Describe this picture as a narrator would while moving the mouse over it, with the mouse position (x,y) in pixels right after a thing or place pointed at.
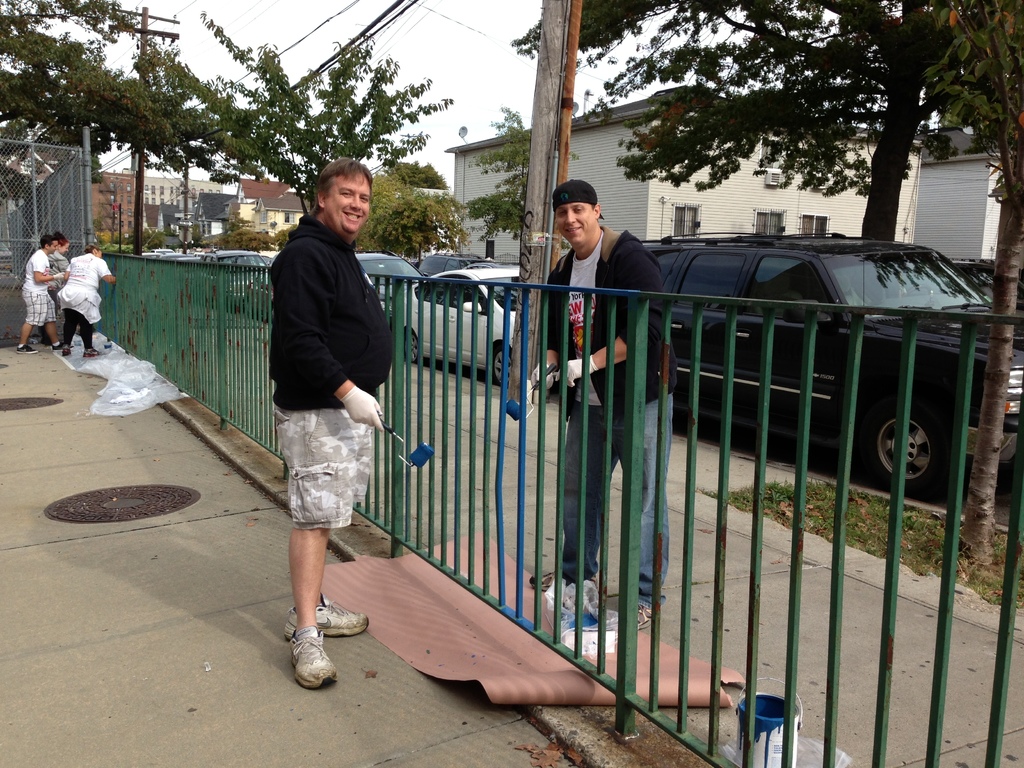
In this picture there are two men (356,379) in the center of the image (558,416), they are painting the boundary (183,273) and there are other people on the left side of the image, there are trees (364,107) buildings (943,176) in the background area of the image (914,48) and there are cars (857,450) in the image.
